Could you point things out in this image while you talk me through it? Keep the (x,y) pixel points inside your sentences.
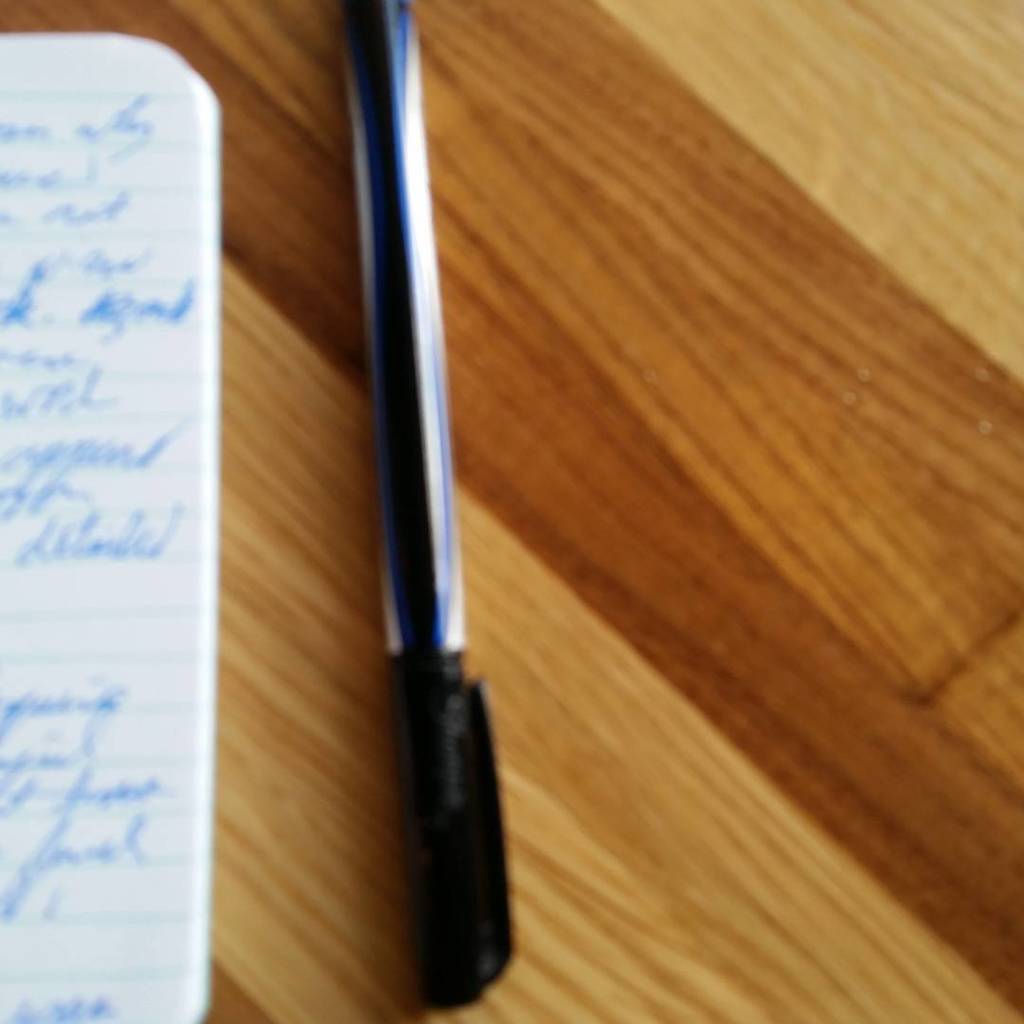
In this image I can see the paper (157,485) and pen (432,396) on the brown color table (706,568). The paper (105,621) is in white color and the pen (416,879) is in black color.
